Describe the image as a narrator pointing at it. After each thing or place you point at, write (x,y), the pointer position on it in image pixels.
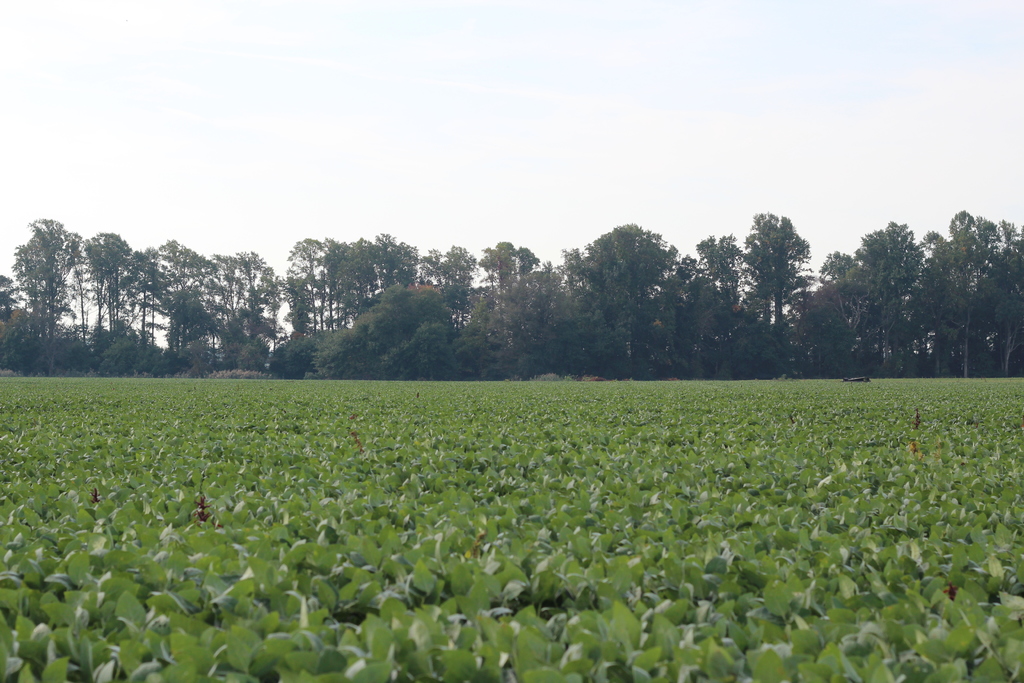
In this picture we can see leaves (471,615), trees (354,344) and in the background (588,194) we can see the sky (614,96).
